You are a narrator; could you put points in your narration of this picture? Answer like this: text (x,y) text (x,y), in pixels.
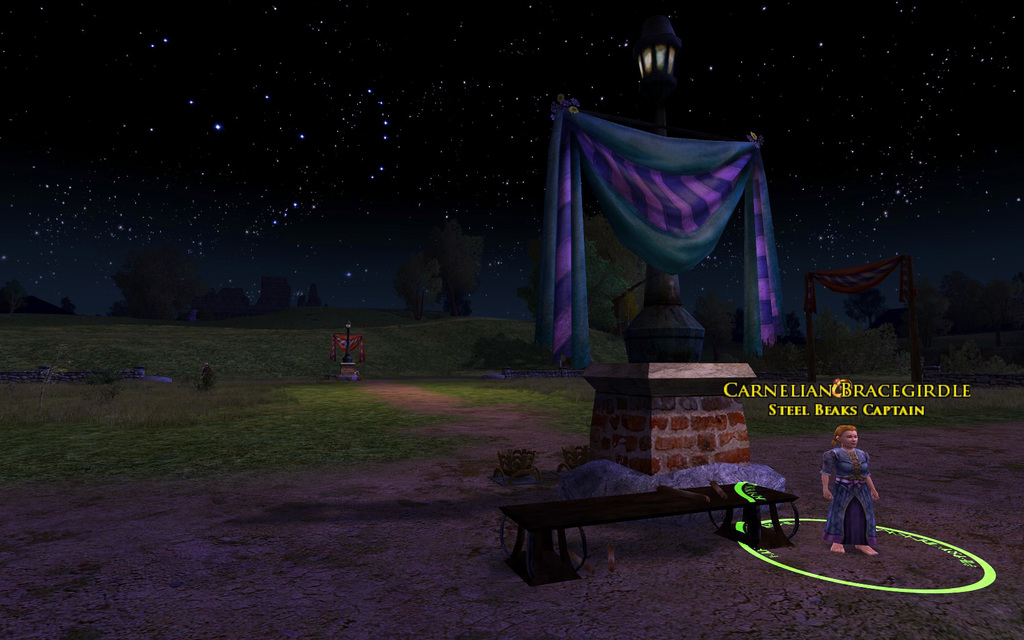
In this picture we can see a graphical image, we can see depictions of a person (836,483), grass (315,425), trees (415,299), a pillar (677,385), a cloth (640,203) and the sky (428,109), we can see some text (813,414) here.
